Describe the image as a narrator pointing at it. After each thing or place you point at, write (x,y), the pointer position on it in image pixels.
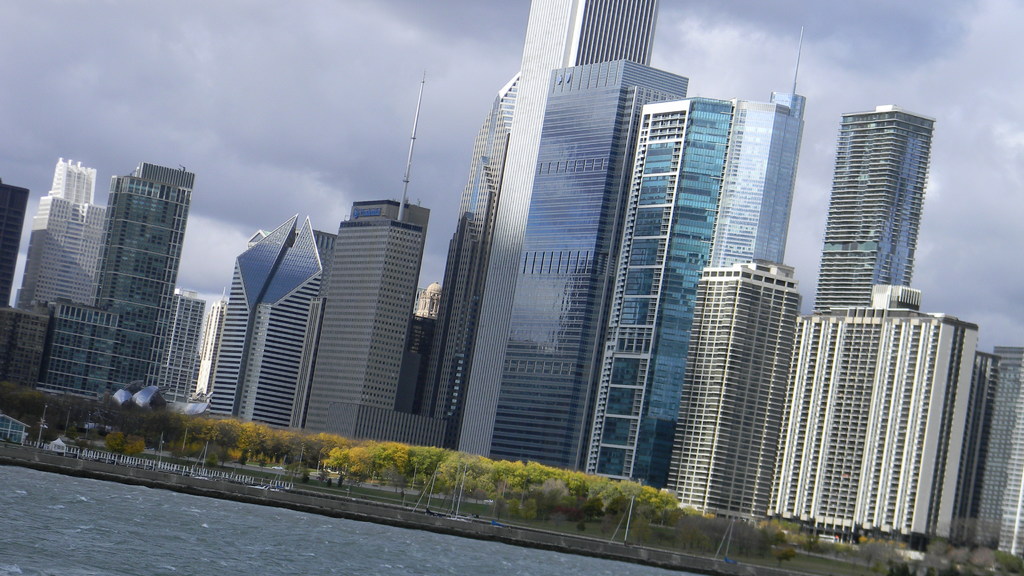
In the picture I can see buildings (393,295), trees (370,474), poles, the water (183,520) and some other objects (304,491). In the background (250,87) I can see the sky (262,104).
